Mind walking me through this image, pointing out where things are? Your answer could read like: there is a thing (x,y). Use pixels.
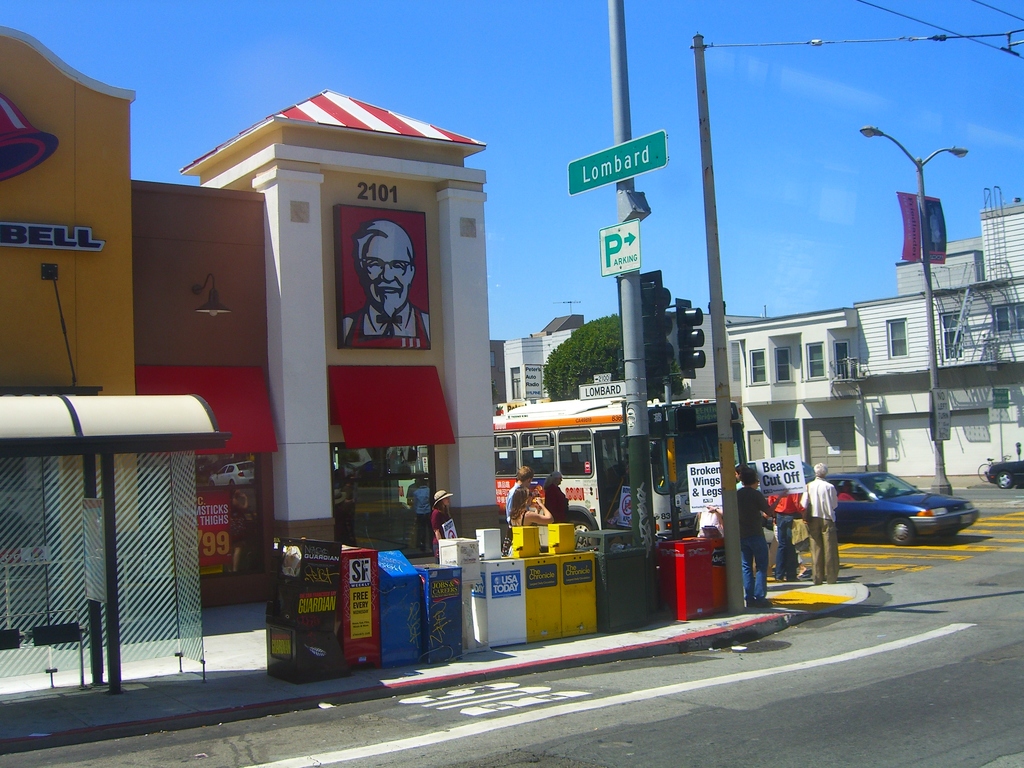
In the center of the image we can see a few boxes (619,600) with posters (358,621). In the background (943,319), we can see the sky (522,157), buildings (966,311), poles (929,329), vehicles (849,508), few peoples (788,521) and a few other objects (626,490).
